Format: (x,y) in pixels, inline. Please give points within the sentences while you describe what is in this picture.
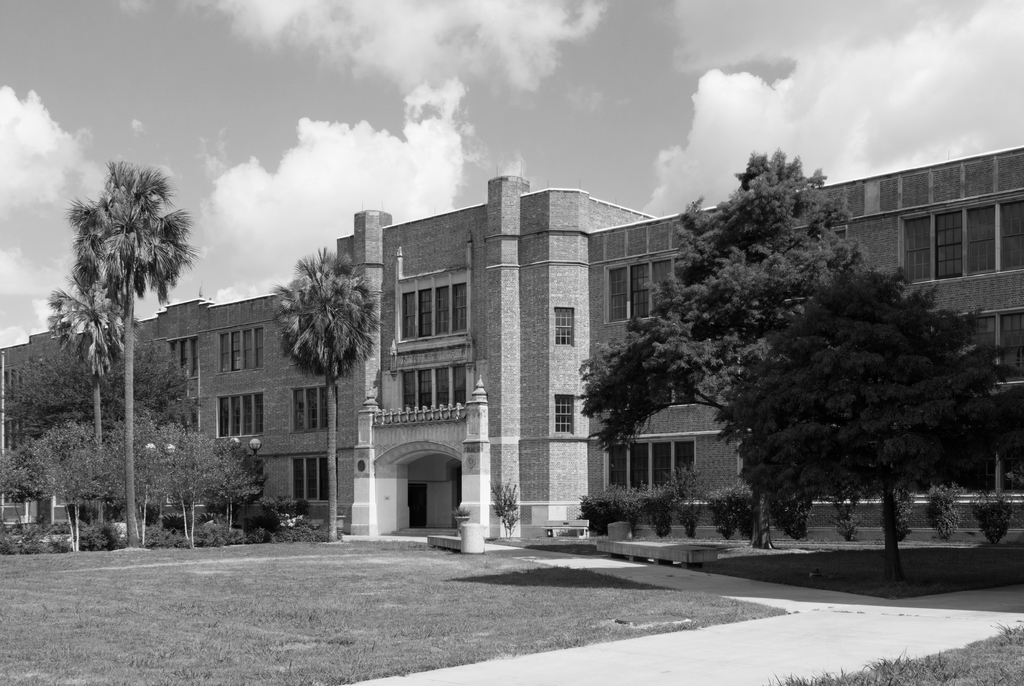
Left side (147,457) there are trees (165,367) and this is a building (501,365), at the top (413,138) it's a sky (365,151).
